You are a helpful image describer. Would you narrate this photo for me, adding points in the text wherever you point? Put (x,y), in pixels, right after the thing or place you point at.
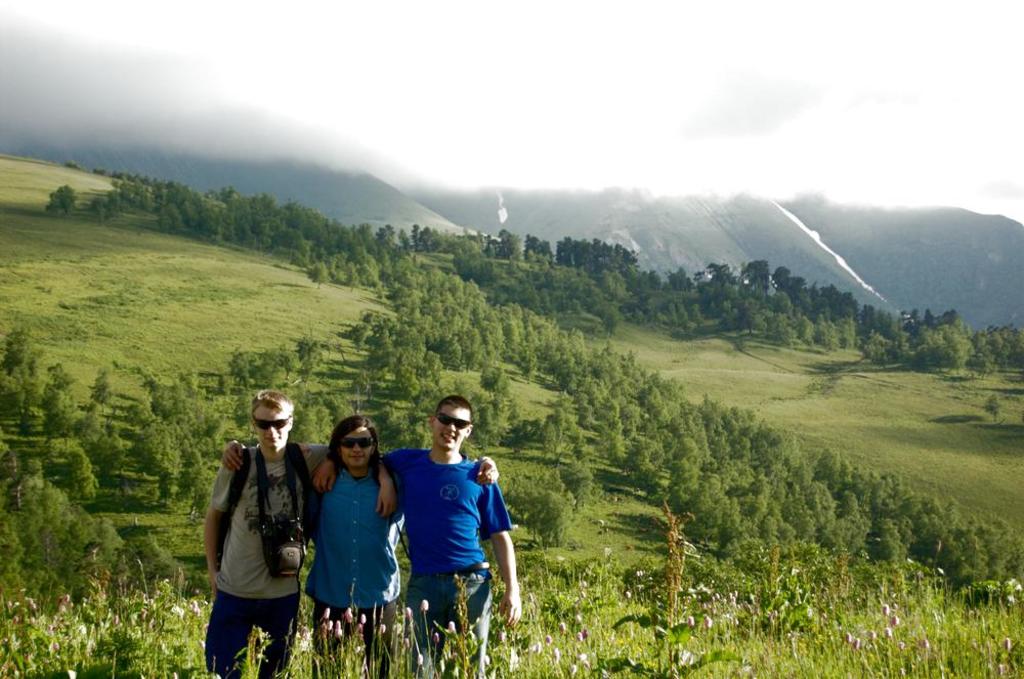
In this image we can see three people (427,480) standing. We can also see some plants (654,591) with flowers (813,611), trees (744,504), grass (750,402), hills (752,383) and the sky (660,164).
